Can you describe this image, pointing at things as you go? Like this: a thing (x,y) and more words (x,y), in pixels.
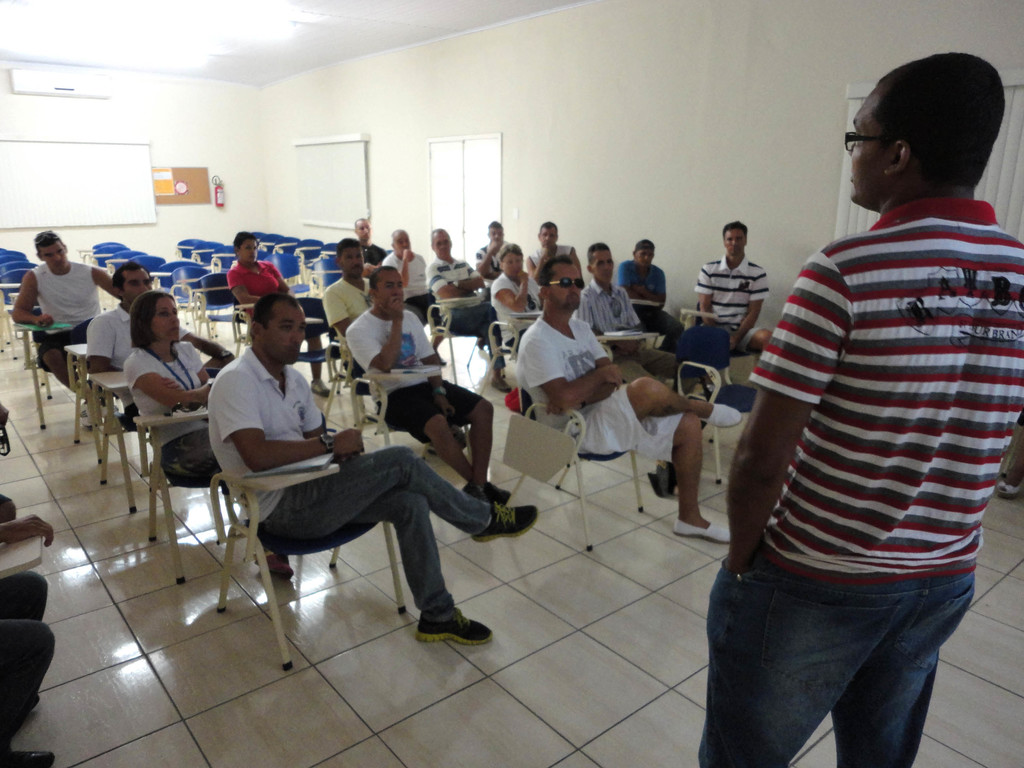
There are some persons (350,473) sitting on the chairs (176,420) as we can see in the middle of this image (528,396). There is one person (856,466) standing on the right side of this image (818,401), and there is a wall (388,177) in the background (377,203).
